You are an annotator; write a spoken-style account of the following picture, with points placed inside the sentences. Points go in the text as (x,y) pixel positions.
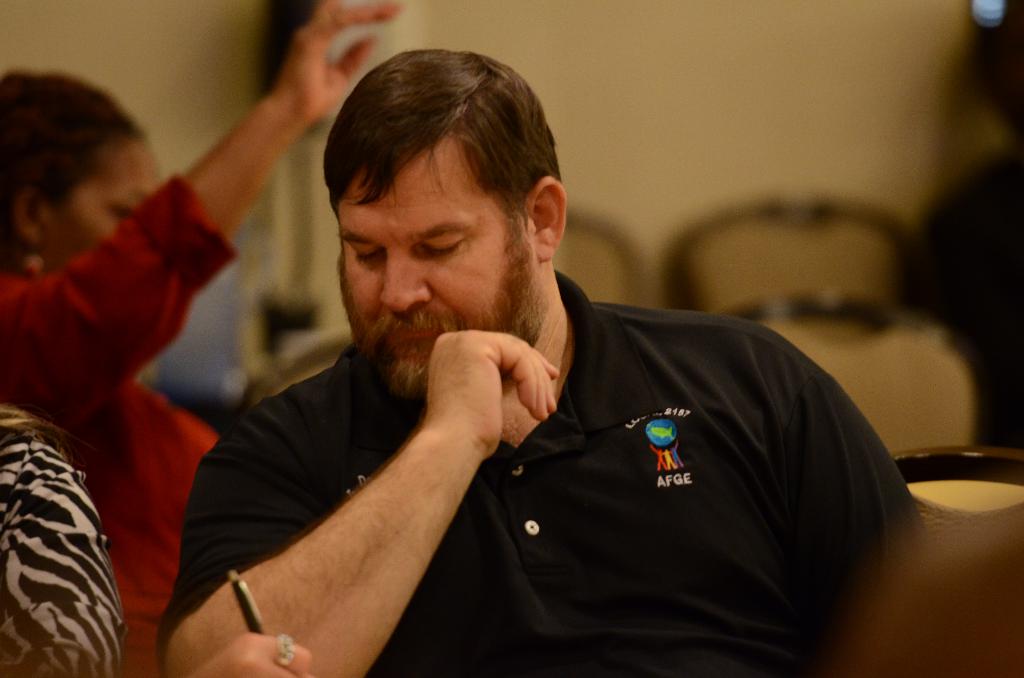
In this image there is a man (656,565) wearing a black color T-shirt (584,469) and a woman (121,377) wearing red color dress (105,346) sitting on chairs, in the background (800,308) there are chairs (810,280) and a wall (643,116).
